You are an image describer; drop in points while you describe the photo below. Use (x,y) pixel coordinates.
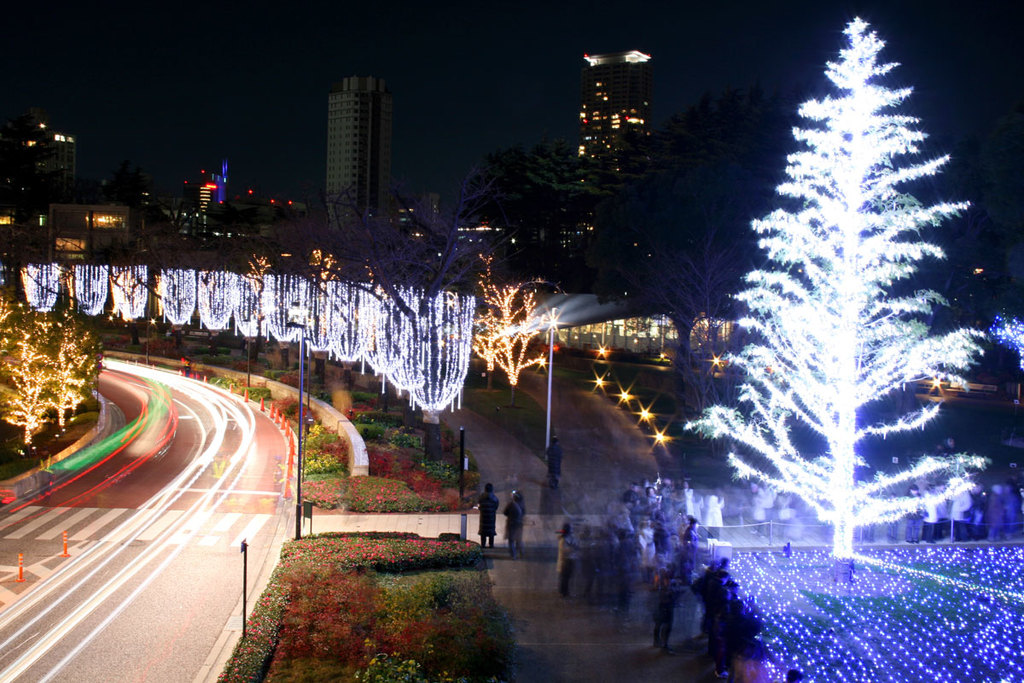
This picture is clicked outside. In the foreground (666,617) we can see the group of persons (709,603) and we can see the plants (432,571), trees (928,420), decoration lights (284,326), poles (298,319). In the background (514,55) we can see the sky (484,123) and the buildings (594,134) and many other objects (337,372).
